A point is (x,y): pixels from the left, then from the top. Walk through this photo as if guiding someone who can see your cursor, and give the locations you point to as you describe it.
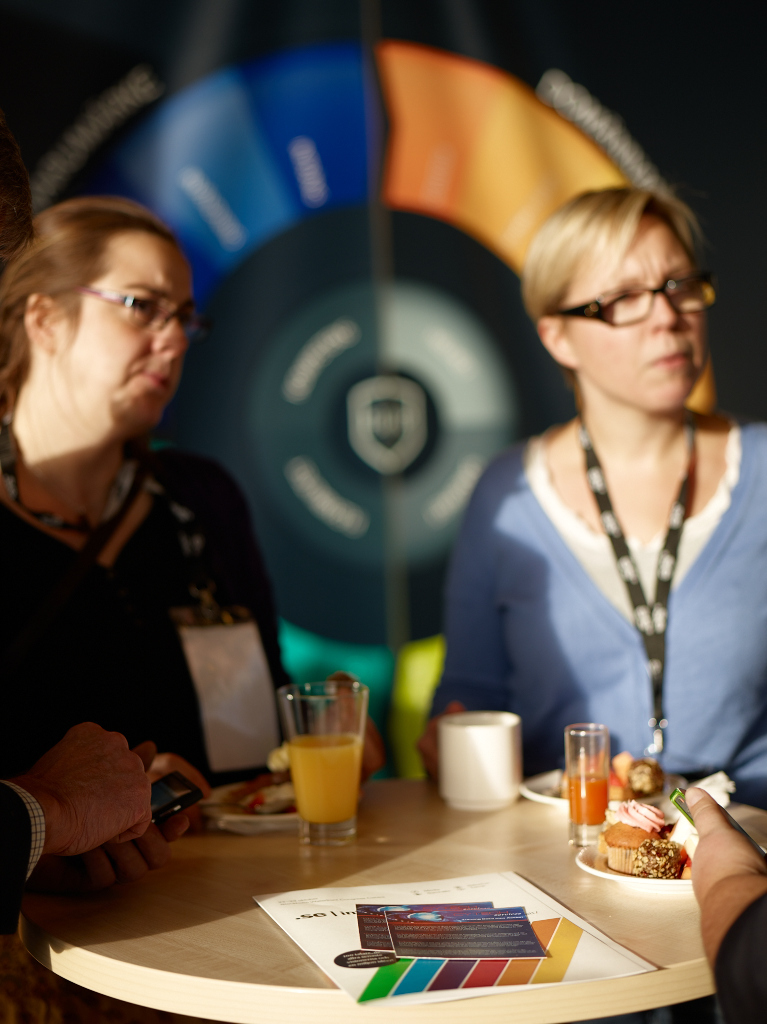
This picture shows two women (507,457) seated on the chairs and we see a juice glass (316,735) and a tea cup (448,735) and a paper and some food (617,840) in the plates (633,876) on the table (414,787) and we see a ID tag (244,723) in one of the women's neck (607,392) and we see a hand (745,886) holding a mobile (679,804) and we see a hoarding (354,278) on the back (313,162).
